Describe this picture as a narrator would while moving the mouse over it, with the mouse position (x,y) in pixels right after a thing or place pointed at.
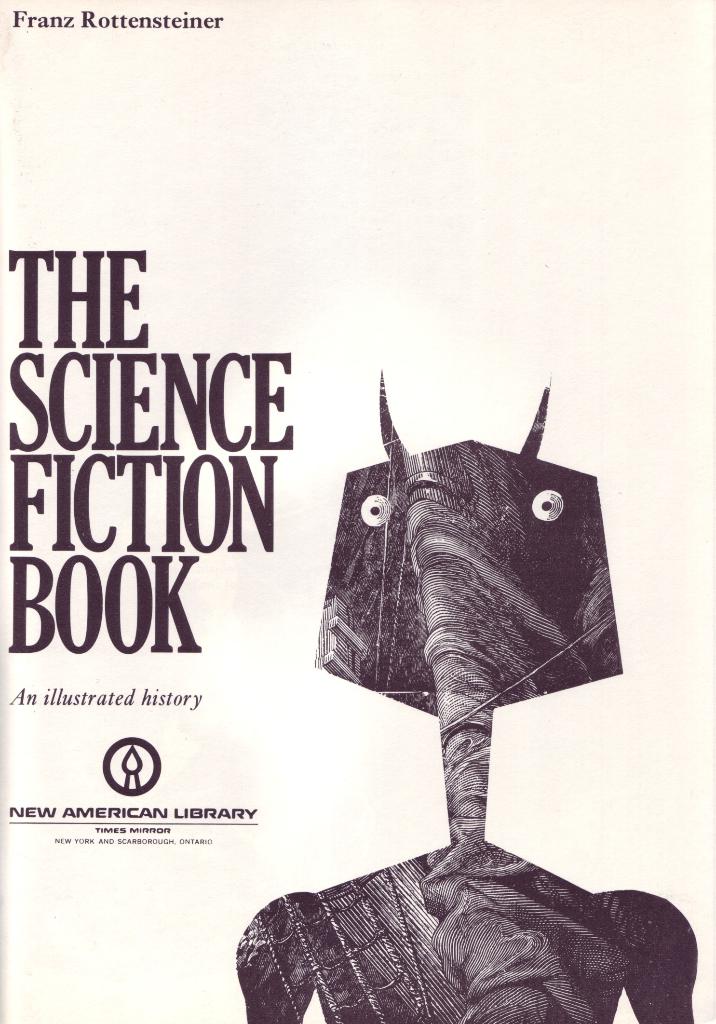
In this image we can see the cover page (368,583) of the book (403,732), where we can see a figure (477,775) and some text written on the page (215,699).
